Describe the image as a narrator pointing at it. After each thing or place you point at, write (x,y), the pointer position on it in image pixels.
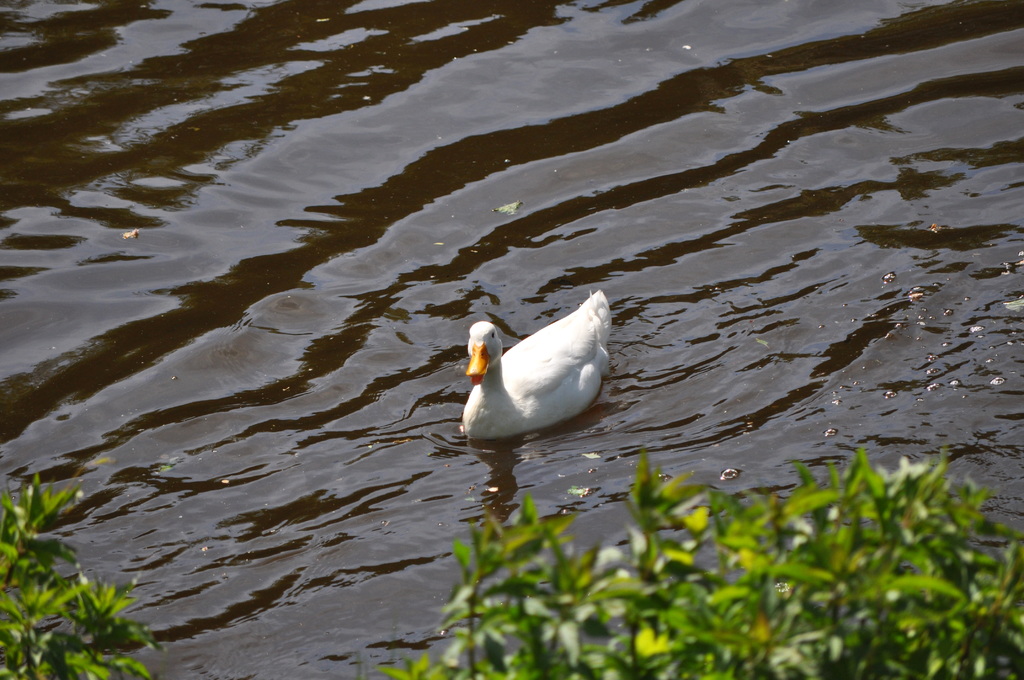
In the center of the image (551,360), we can see a duck (470,341) on the water (553,475) and in the foreground (733,583), there are plants (734,596).
